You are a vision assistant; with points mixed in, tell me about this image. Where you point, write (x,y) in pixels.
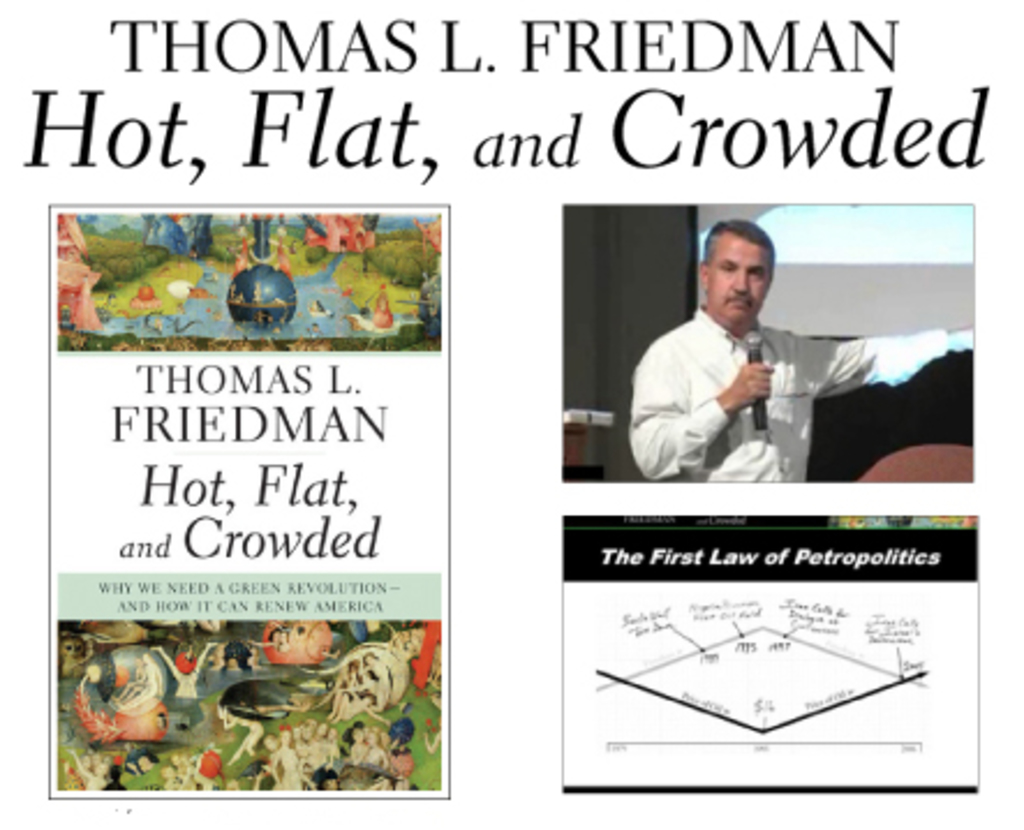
In this image I can see the person (757,459) standing and holding the microphone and I can see few cartoon pictures (319,682) and I can also see something is written on the image.
